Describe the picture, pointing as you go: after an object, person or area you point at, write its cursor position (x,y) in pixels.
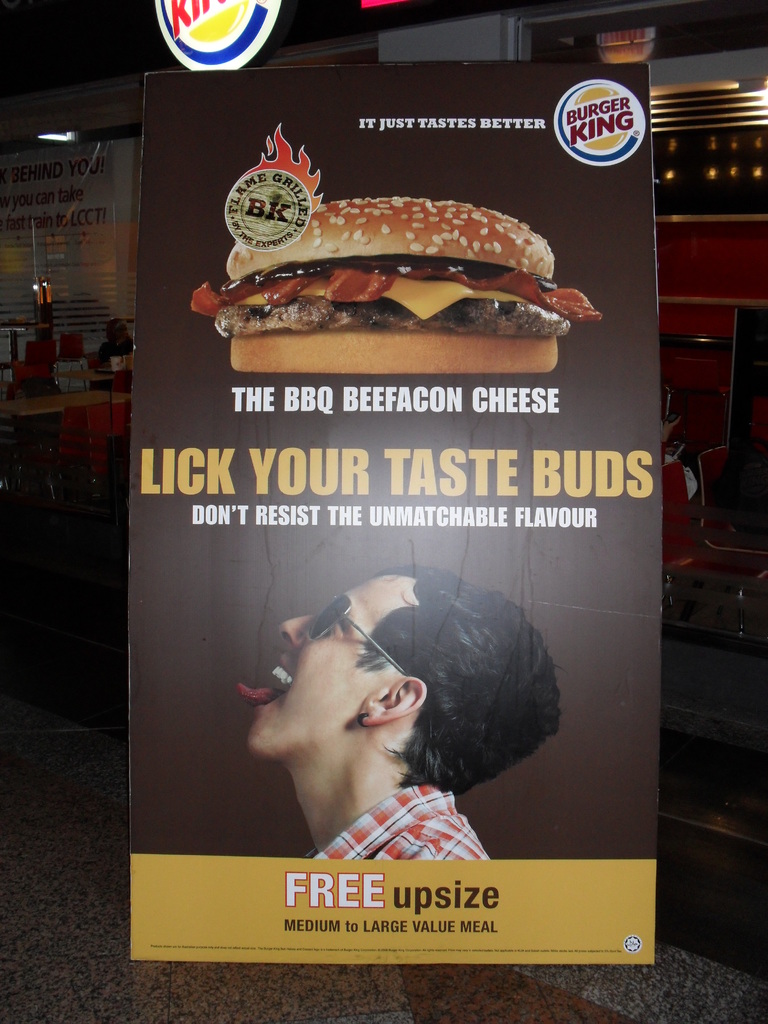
In this image there is a promotional poster of burger king (497,306) and at behind of the poster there is a woman (117,335) sitting on the chair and we can also see tables (55,398) at the backside of the image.
